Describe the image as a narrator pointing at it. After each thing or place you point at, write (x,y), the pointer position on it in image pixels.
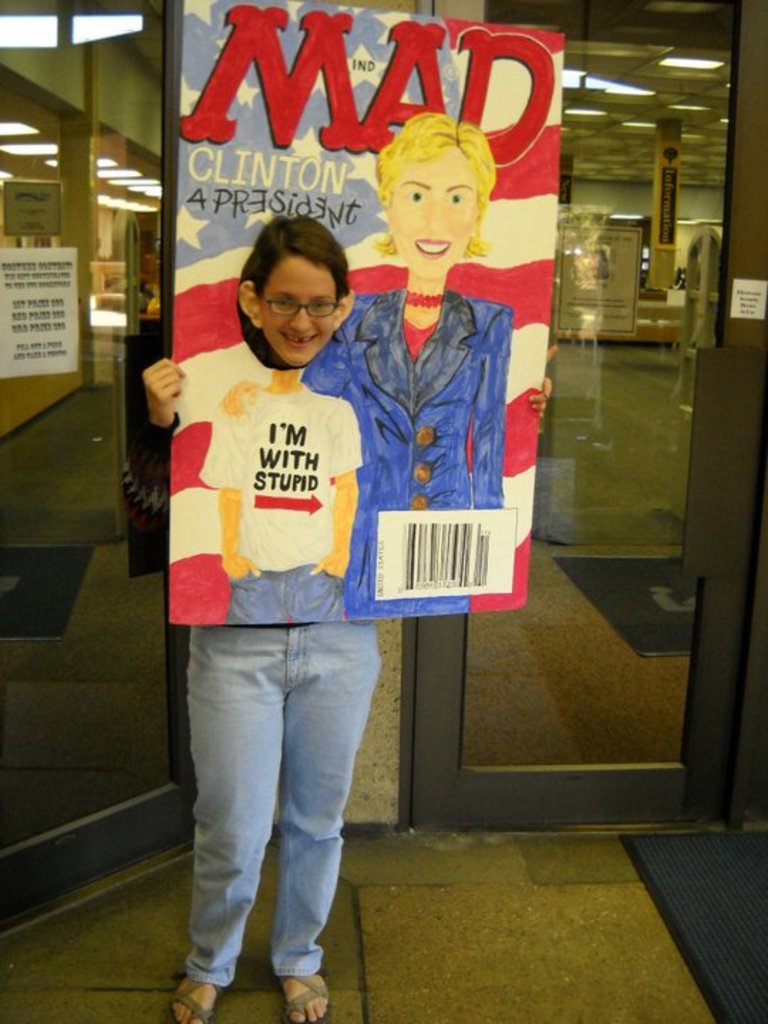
This image consists of a person (298,735) holding a board (384,567). On which we can see a painting (369,203) and text (371,126). In the background (24,414), there is a door (110,571). At the bottom (377,999), there is a floor (259,1002).
